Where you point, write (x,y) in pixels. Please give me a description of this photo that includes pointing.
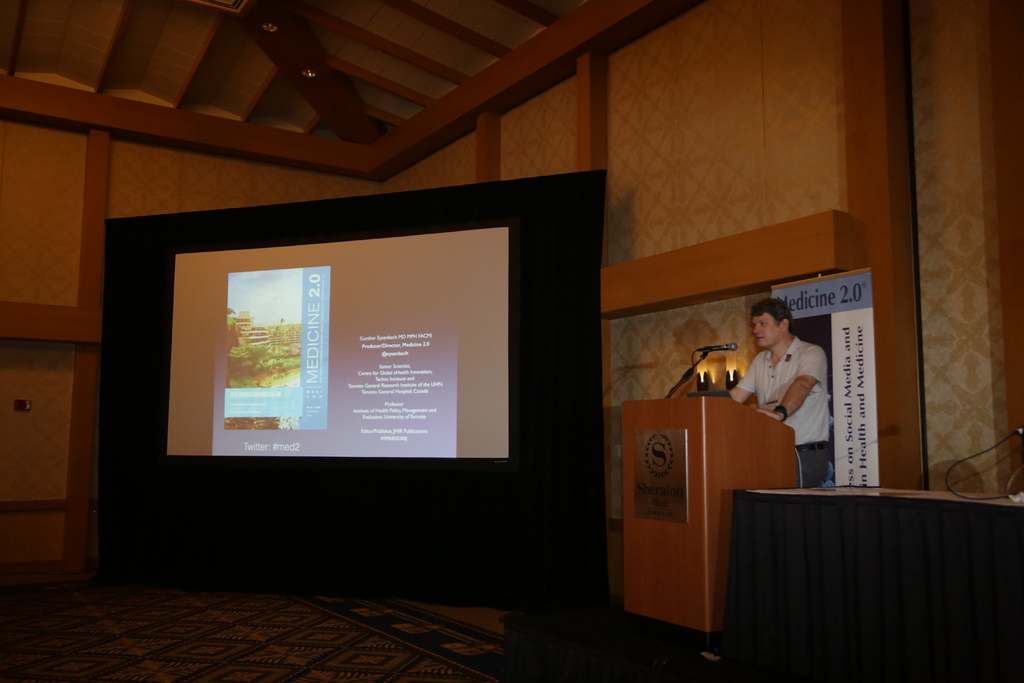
In this image we can see there is a man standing behind the podium (720,428) and speaking in the microphone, behind him there is a banner (842,387).
